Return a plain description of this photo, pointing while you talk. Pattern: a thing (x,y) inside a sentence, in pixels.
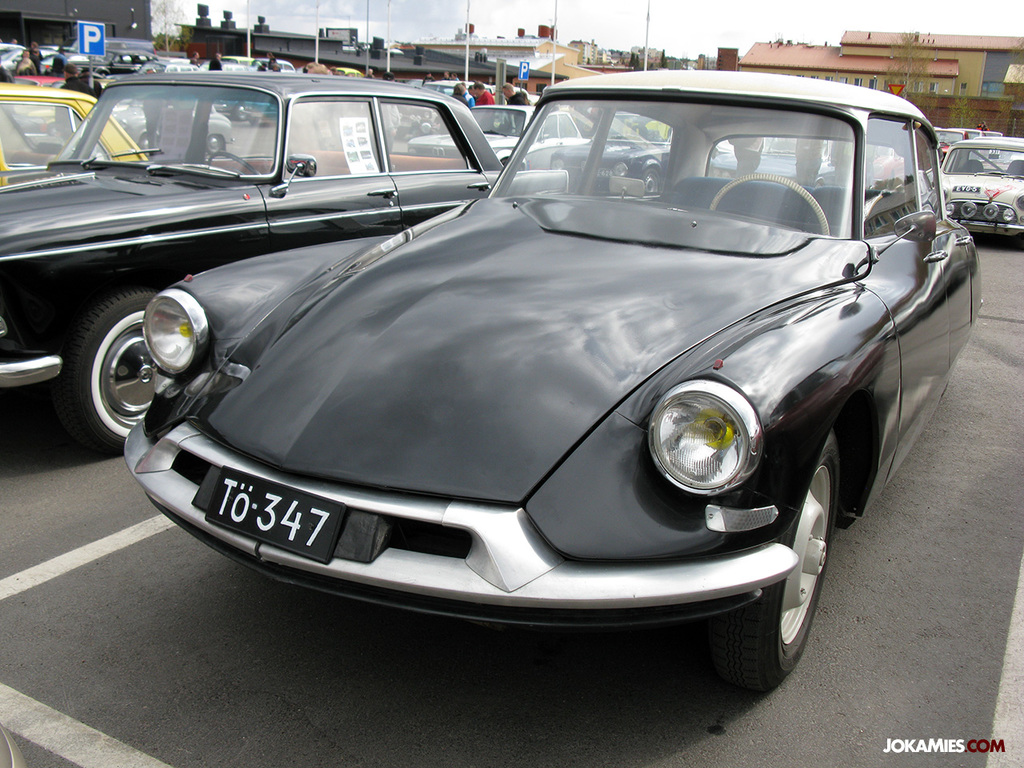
In this picture I can see number of cars (500,127) parked in front (590,261) and I can also see few people (59,54) in the middle of this picture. In the background (31,3) I can see number of buildings (540,58) and I can see few trees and poles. On the right bottom of this picture (909,741) I can see the watermark (963,747).
